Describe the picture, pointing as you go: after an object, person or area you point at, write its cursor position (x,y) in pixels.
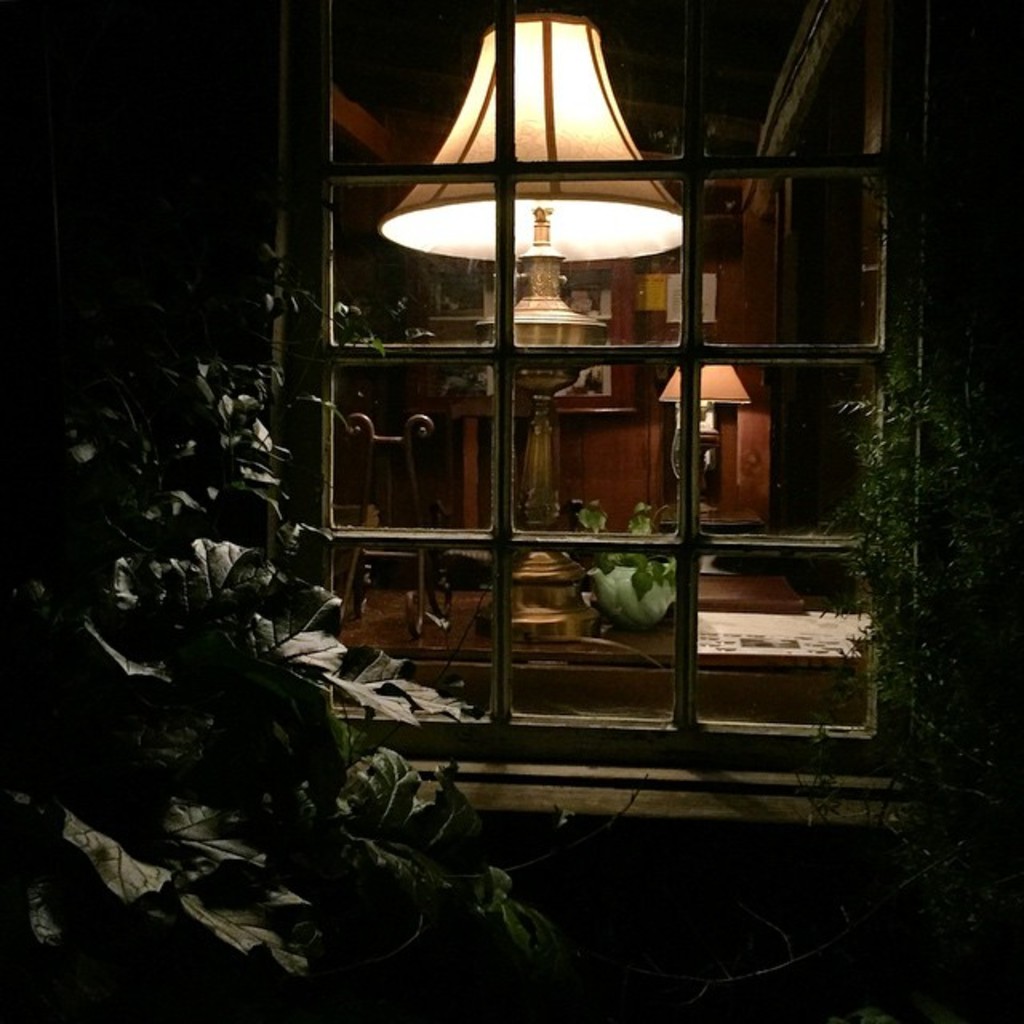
In this picture I can see plants (984,923), a window (751,27), there is a chair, some items (661,601) on the table (568,664), there are lamps (568,610), frame (449,295) and papers (647,310) attached to the wall (721,317).
